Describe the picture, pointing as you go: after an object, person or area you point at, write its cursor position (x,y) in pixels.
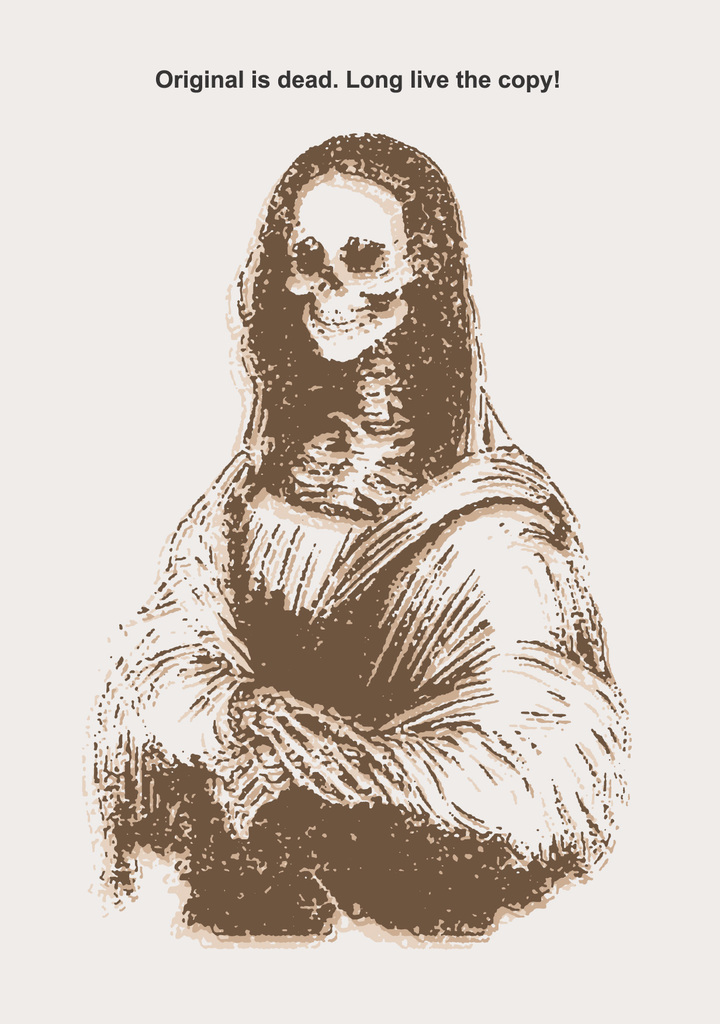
In this image we can see a picture (366,579). At the top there is text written on it.
